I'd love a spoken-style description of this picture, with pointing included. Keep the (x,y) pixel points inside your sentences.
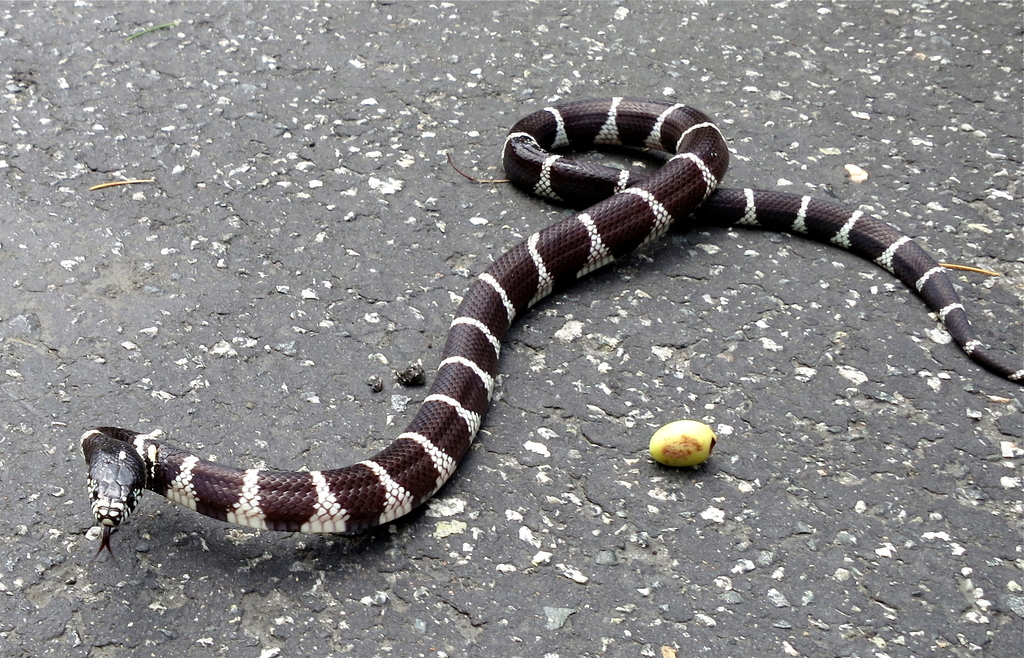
In this image there is a snake (557,261) on the floor (392,363) and there is a fruit (693,457) in the front (679,451).
